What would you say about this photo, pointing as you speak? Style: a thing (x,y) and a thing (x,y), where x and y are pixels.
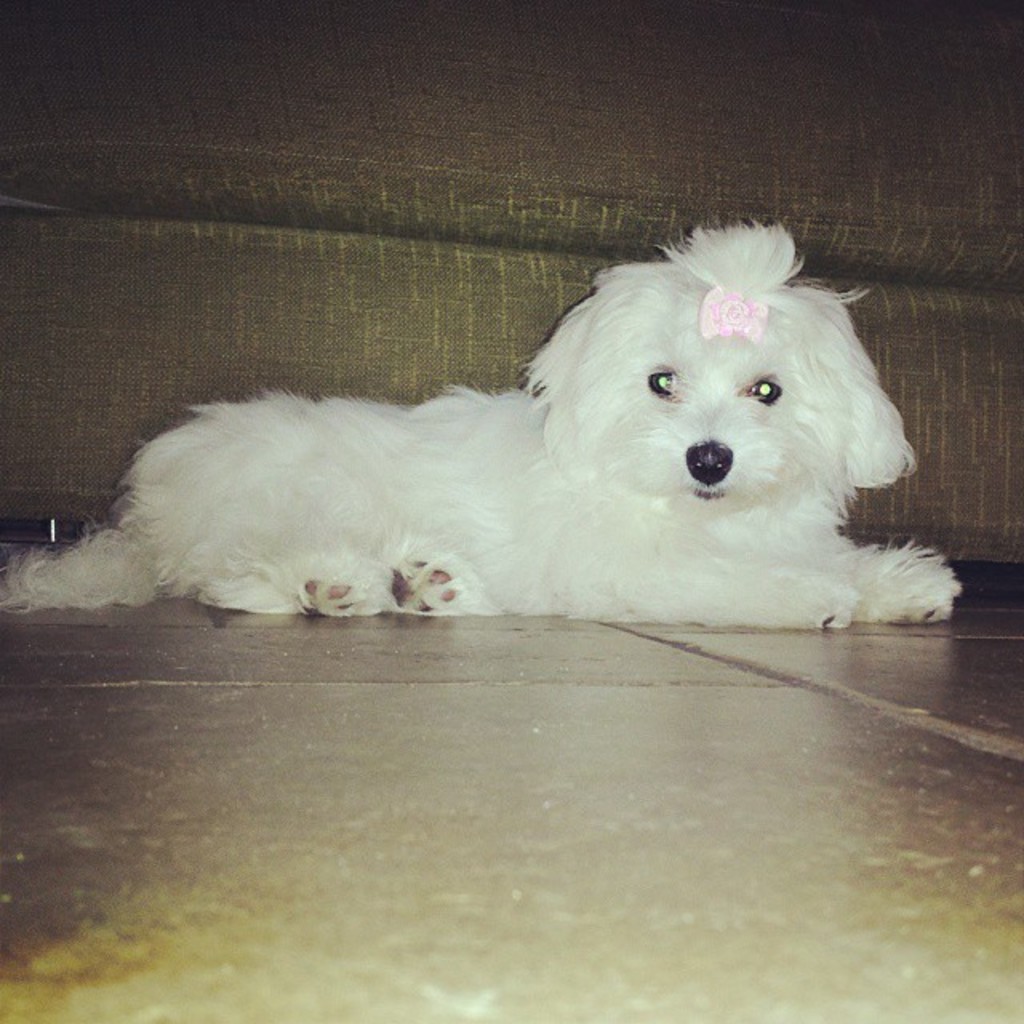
In this image I can see a white dog (384,507) sitting on the floor (265,825).
